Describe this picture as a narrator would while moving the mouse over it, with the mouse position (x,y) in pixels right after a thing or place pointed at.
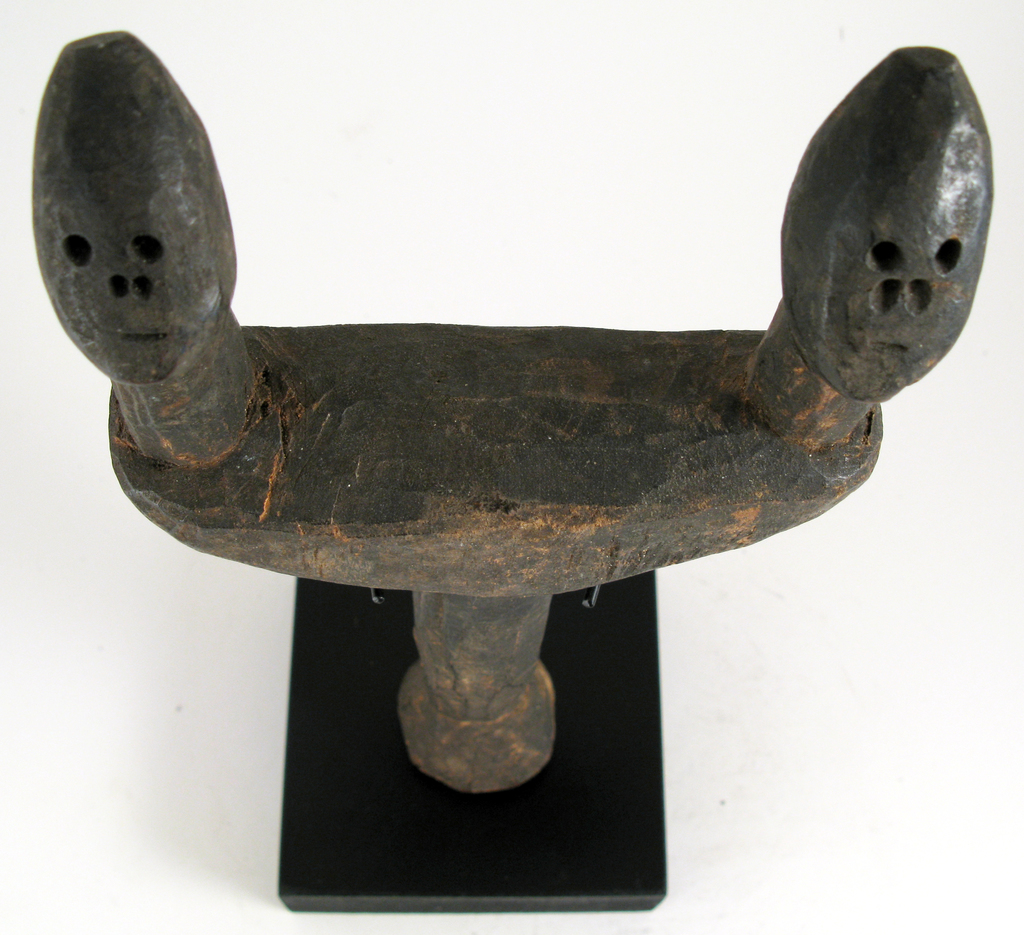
In this picture we can see a wooden sculpture (410,516), there is a plain background (430,168).
